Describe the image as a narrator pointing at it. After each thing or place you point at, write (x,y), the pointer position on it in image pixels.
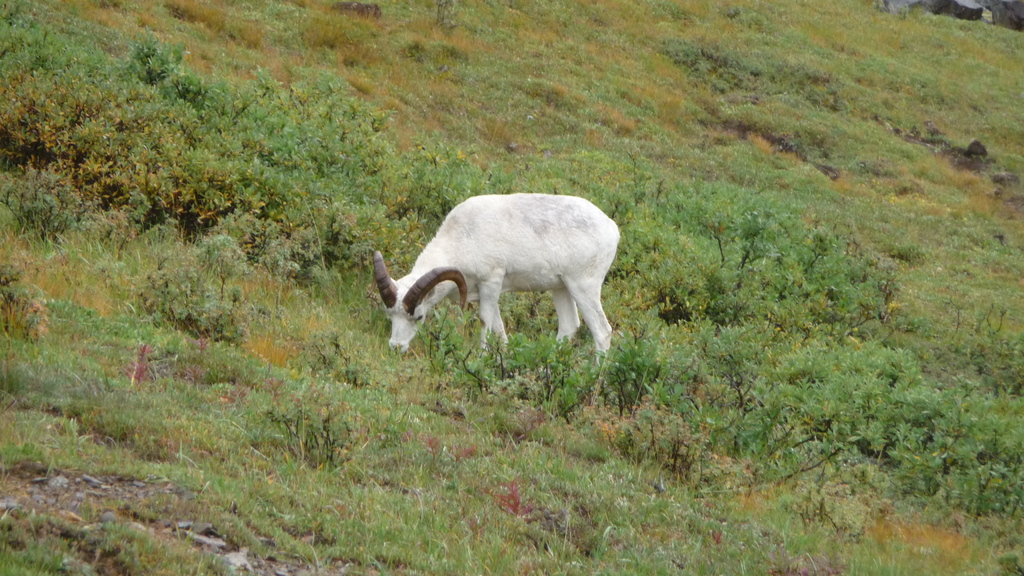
In this image there is a wild sheep (502,222) standing and eating the grass (334,309), and in the background (575,129) there are plants (579,102).
